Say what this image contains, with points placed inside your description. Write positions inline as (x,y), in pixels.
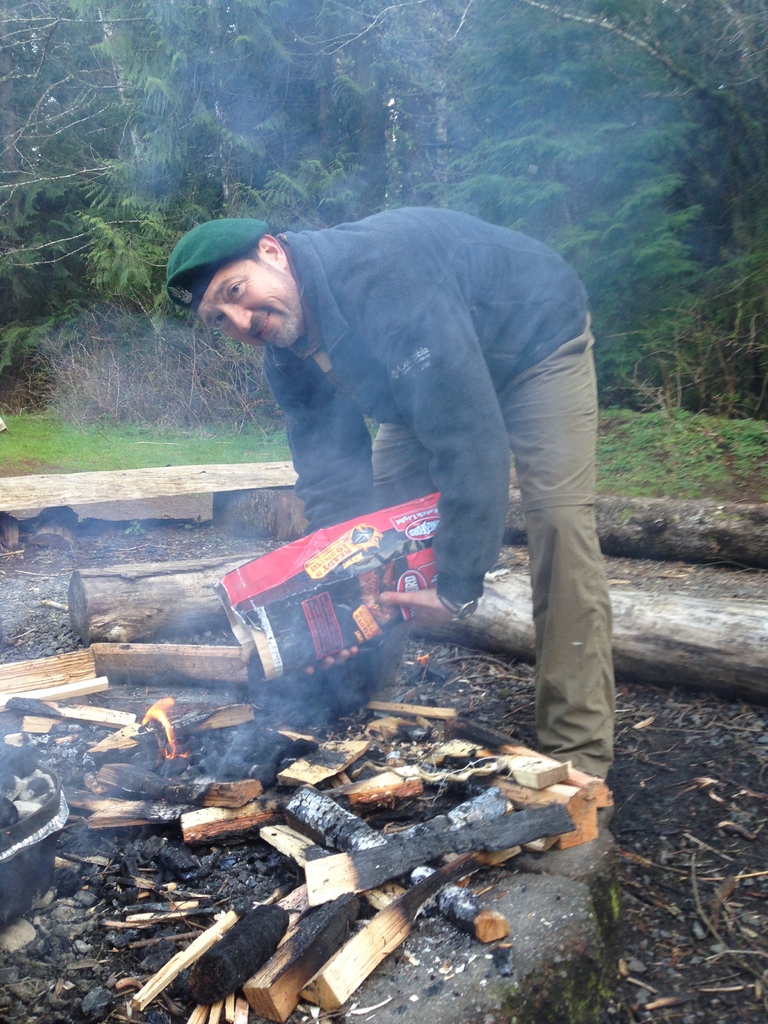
This picture shows a man (472,234) holding paper bag (327,599) in his hand (434,601) and he wore a cap (233,245) on his head (277,242) and he wore a jacket (449,414) and we see wood (203,782) with fire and tree bark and we see trees (334,215).
